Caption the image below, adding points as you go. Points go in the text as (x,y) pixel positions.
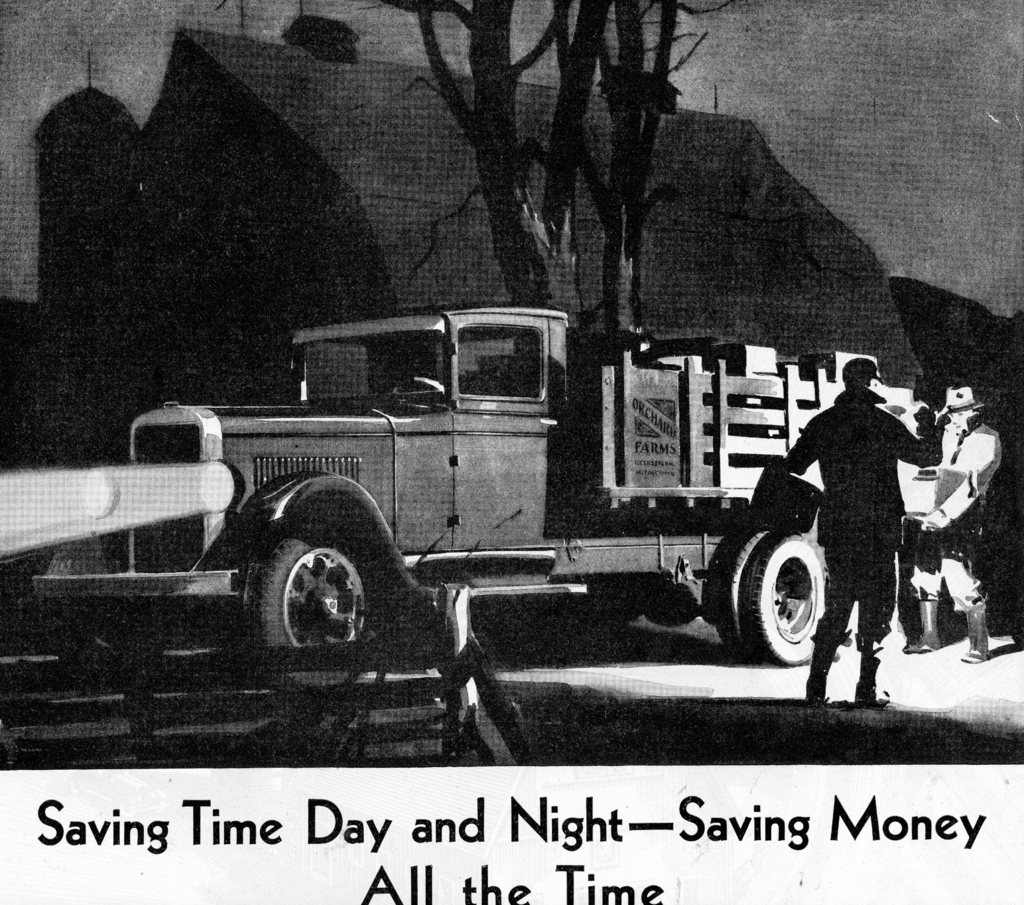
This is an animated picture where we can a truck (577,502) and two persons (884,490) are standing. Behind truck (445,333) one house (440,281) and tree (505,195) is present. Downside of the image some text (536,825) is written.
